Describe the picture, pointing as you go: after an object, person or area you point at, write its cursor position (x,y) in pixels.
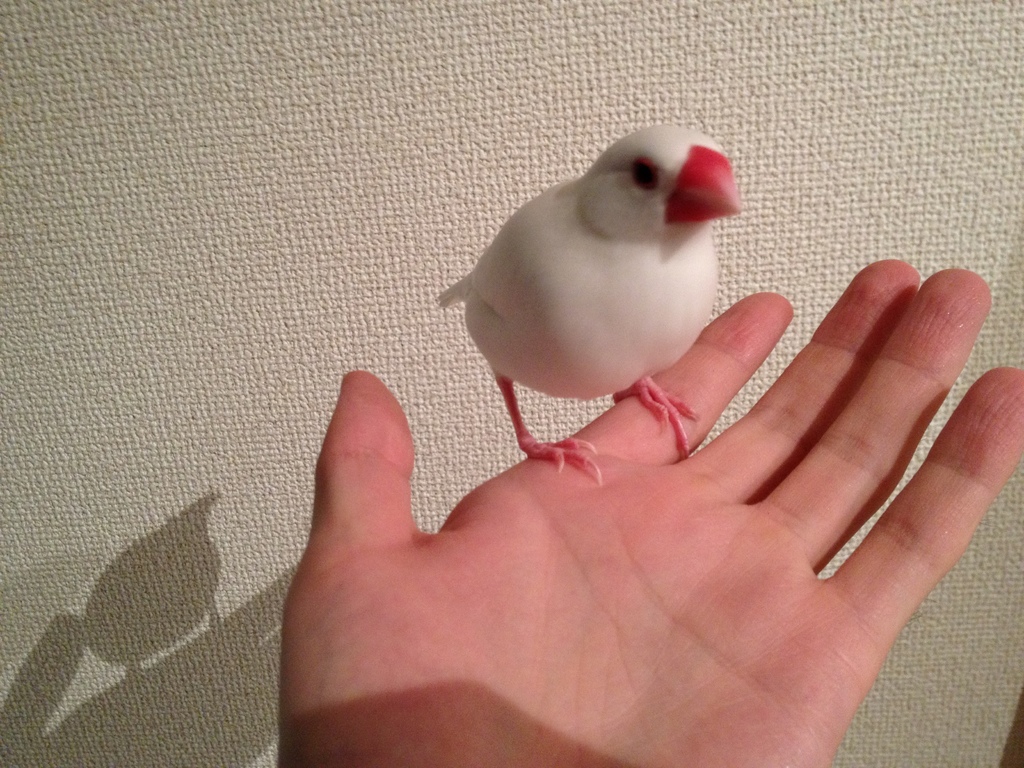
In this picture I can see there is a white bird (501,342) standing on the hand (690,509) of a person (615,519). In the backdrop (439,227) there is a cream color surface (165,394).
